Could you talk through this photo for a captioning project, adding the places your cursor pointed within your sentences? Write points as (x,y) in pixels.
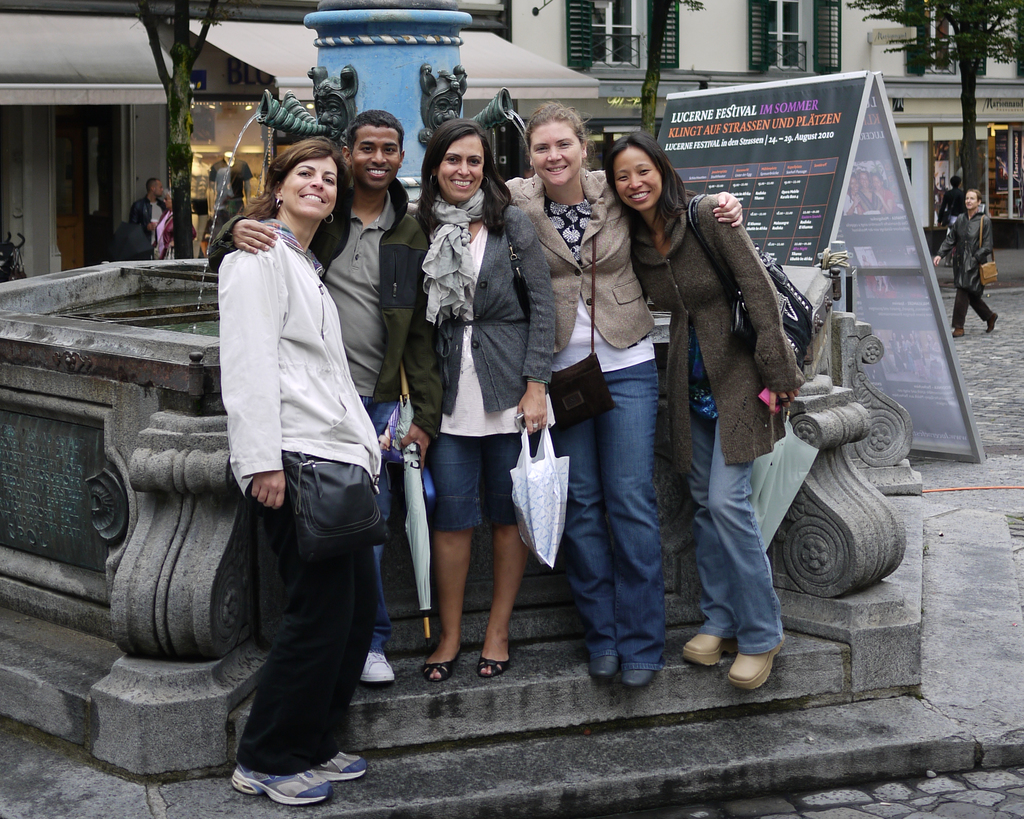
In this image, there are five people (727,415) standing and smiling. Behind these people (371,315), there is a water fountain (379,91), buildings (617,22), trees (928,56), a hoarding (815,181) and two people (150,223) standing in front a building (999,202). On the right side of the image (984,315), I can see a person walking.
